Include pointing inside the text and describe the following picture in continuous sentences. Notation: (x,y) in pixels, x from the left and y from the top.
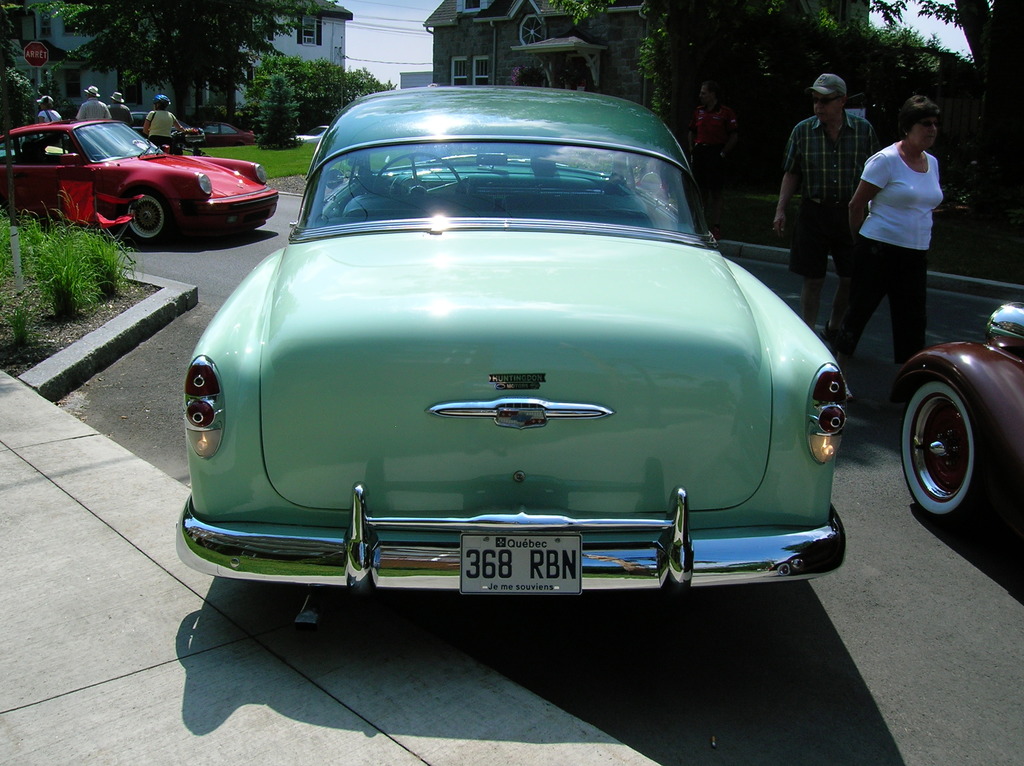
In this picture we can see cars (145,225) in the front (293,237), on the left side (83,111) there are some people (55,116), we can see a man (792,165) and a woman (895,173) on the right side (918,198), in the background (616,92) there are buildings (491,47), trees (898,33), plants (313,92) and grass (43,277), there is the sky (386,70) at the top of the picture (388,74).
